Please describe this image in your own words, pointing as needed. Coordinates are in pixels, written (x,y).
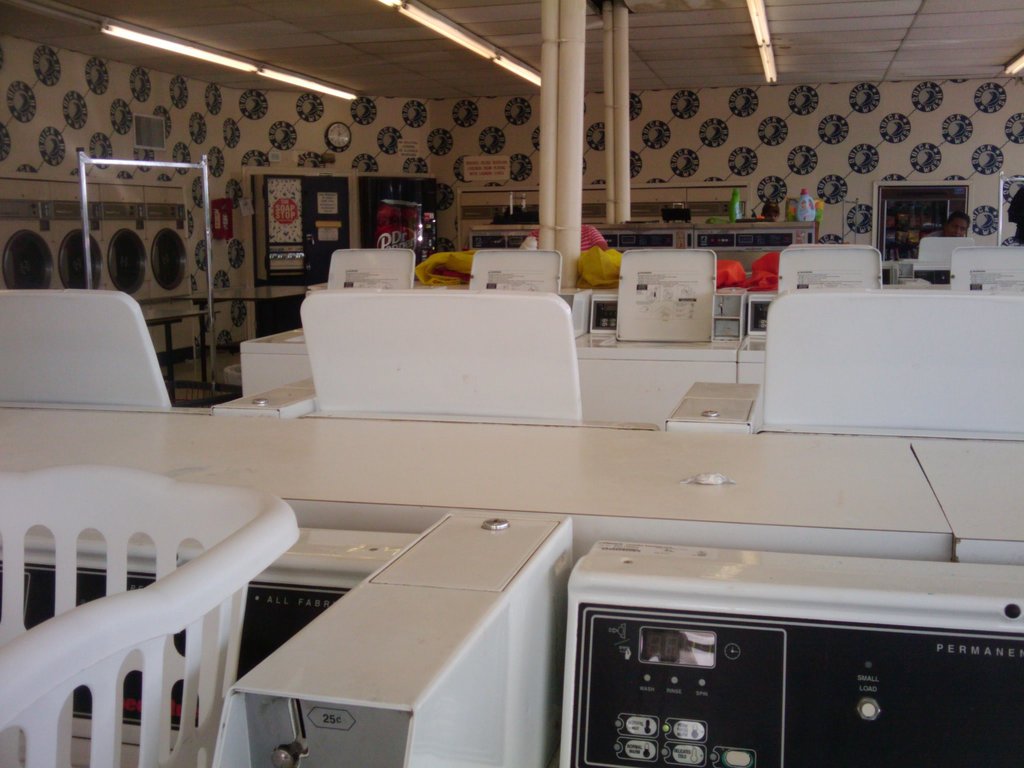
In this image we can see washing machines (696,417). In the background (698,135) there is a wall (290,113). At the top (309,89) there are lights (757,13) and we can see a table (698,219) and there are things (807,207) placed on the table (479,227). On the right (910,228) there is a door (912,239).
